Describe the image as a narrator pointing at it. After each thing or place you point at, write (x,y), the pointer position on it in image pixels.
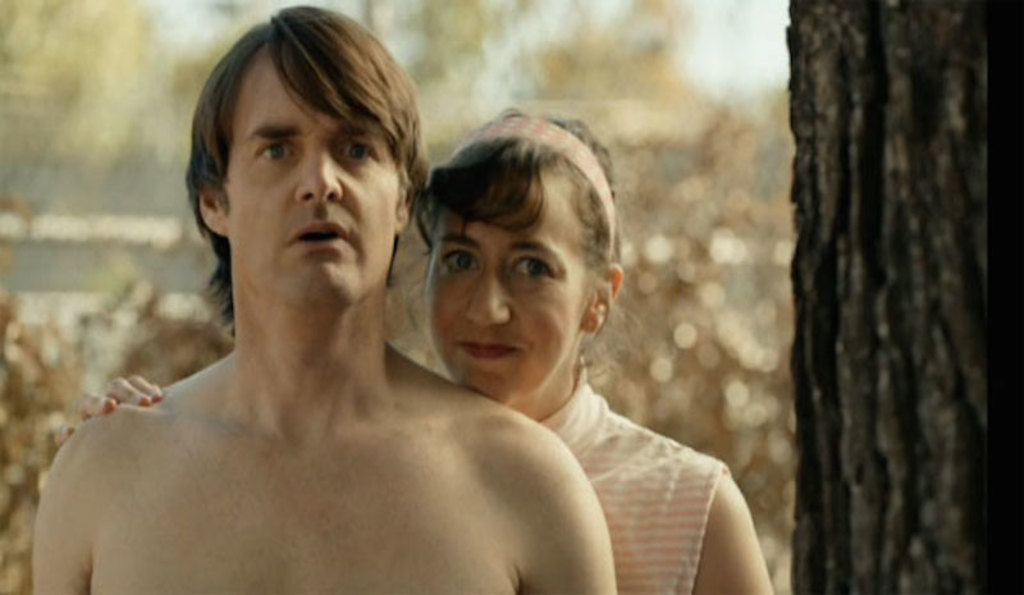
In this picture, we see the man (312,354) and the woman (630,535) in white dress (660,519) are standing. She is smiling. On the right side (796,197), we see the stem (869,309) of the tree (914,421). In the background (684,272), we see the trees (143,299). This picture is blurred in the background (635,236).
